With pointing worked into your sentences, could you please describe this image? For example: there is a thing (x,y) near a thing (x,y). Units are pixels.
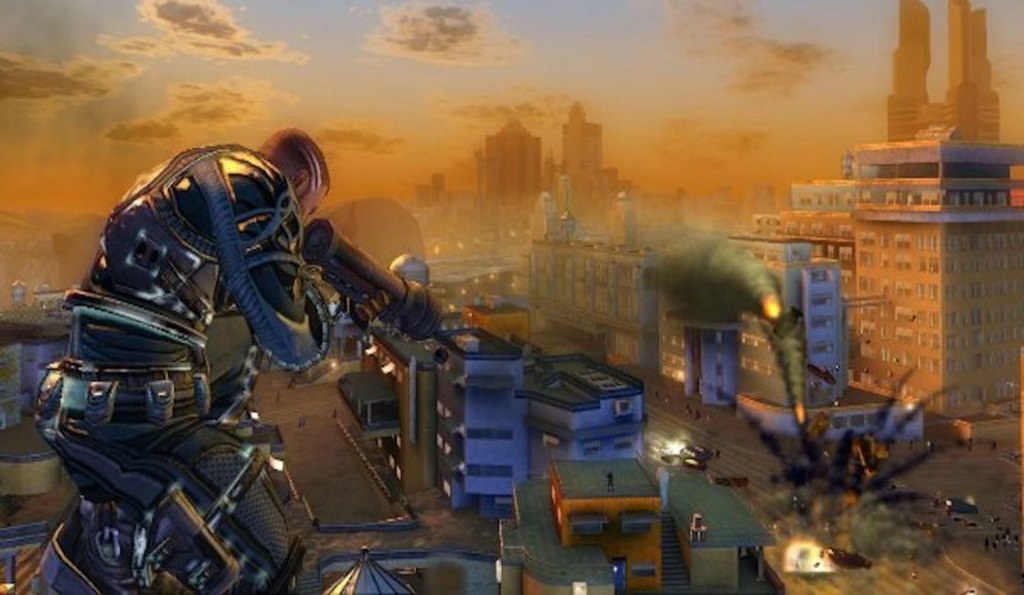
This picture shows a cartoon picture and I can see a man (82,366) holding a gun (344,264) and I can see few buildings (970,306) and smoke (793,398) with Fire (801,411) and a cloudy Sky (422,116).
